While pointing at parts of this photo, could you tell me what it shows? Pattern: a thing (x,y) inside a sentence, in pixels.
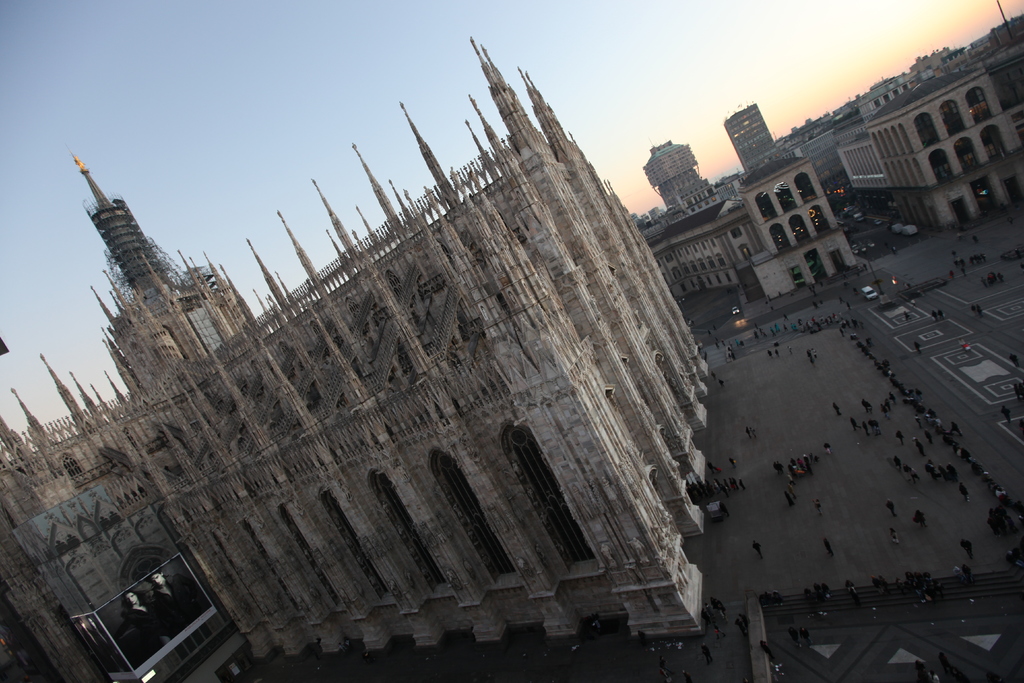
In this image we can see the cathedral (374,494). And we can see people (873,356) on the road (853,357). And we can see the windows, arches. And we can see the buildings (750,208). And we can see the sky (343,103) at the top (337,92).
